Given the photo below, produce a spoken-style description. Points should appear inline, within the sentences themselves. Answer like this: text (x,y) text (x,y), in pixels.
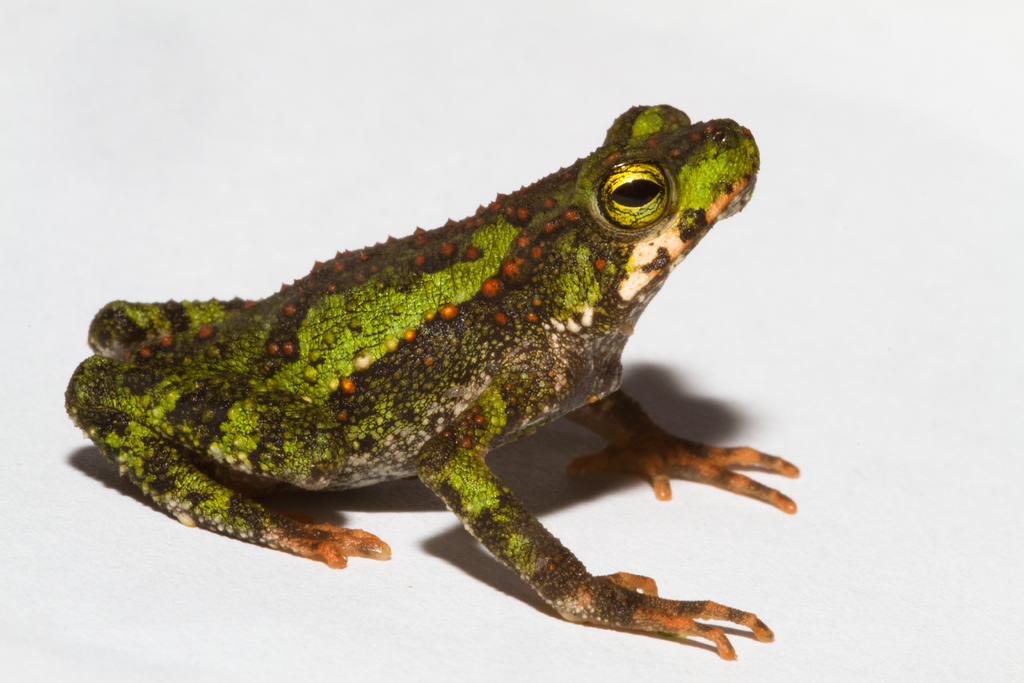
In this image we can see a frog (423,311) and the background (412,196) is white.
